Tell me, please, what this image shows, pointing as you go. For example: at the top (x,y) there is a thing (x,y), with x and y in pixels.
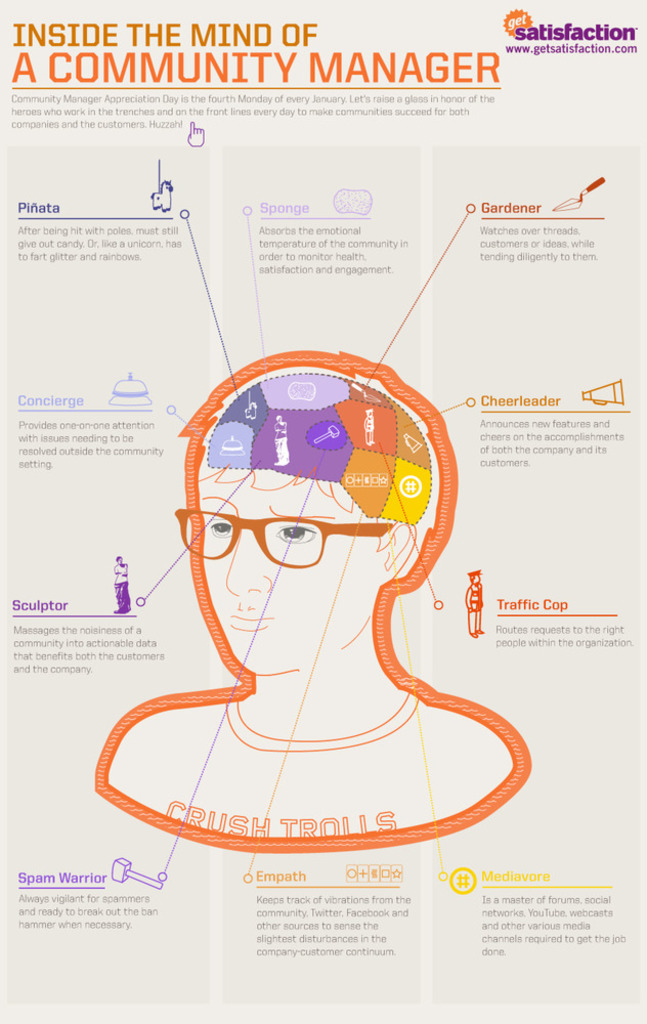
This is the paper (121,80) where the headline (108,81) is written inside the mind (374,426) of a community manager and we can see a person (333,586) wearing spectacle (318,546) and shirt (281,789) where it is written crush trolls, the part of brain (318,451) is explained.
